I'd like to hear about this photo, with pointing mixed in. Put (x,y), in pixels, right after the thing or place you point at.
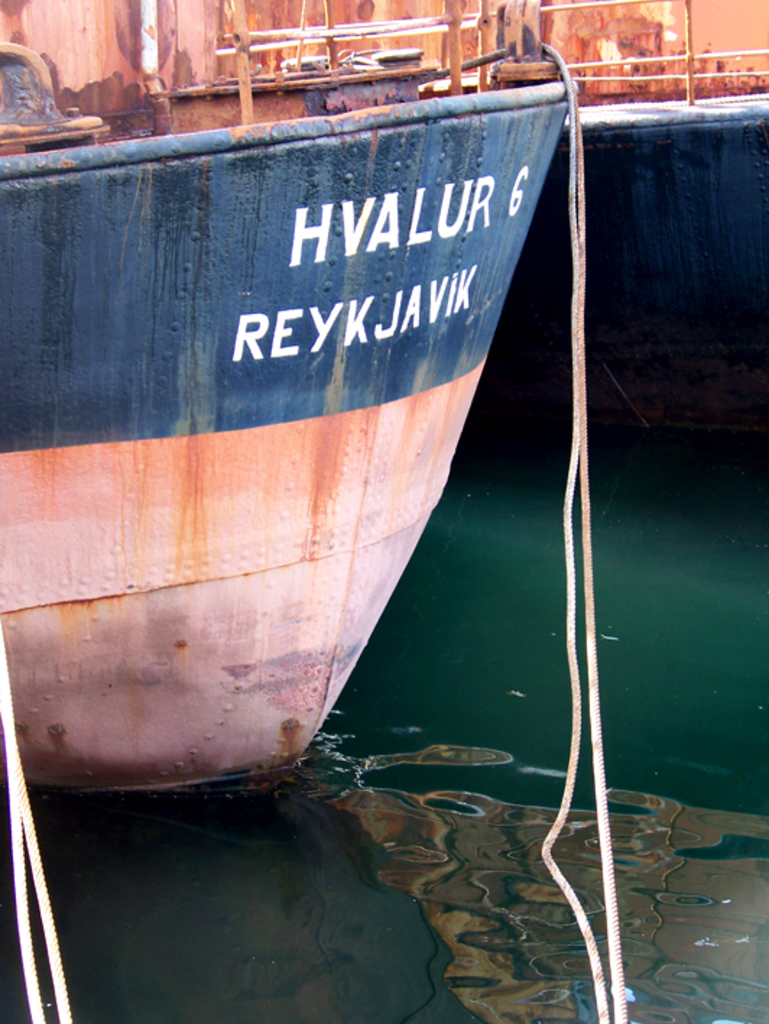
In the picture I can see ships (559,392) on the water (459,496) and ropes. I can also see something written on the ship (281,347).
